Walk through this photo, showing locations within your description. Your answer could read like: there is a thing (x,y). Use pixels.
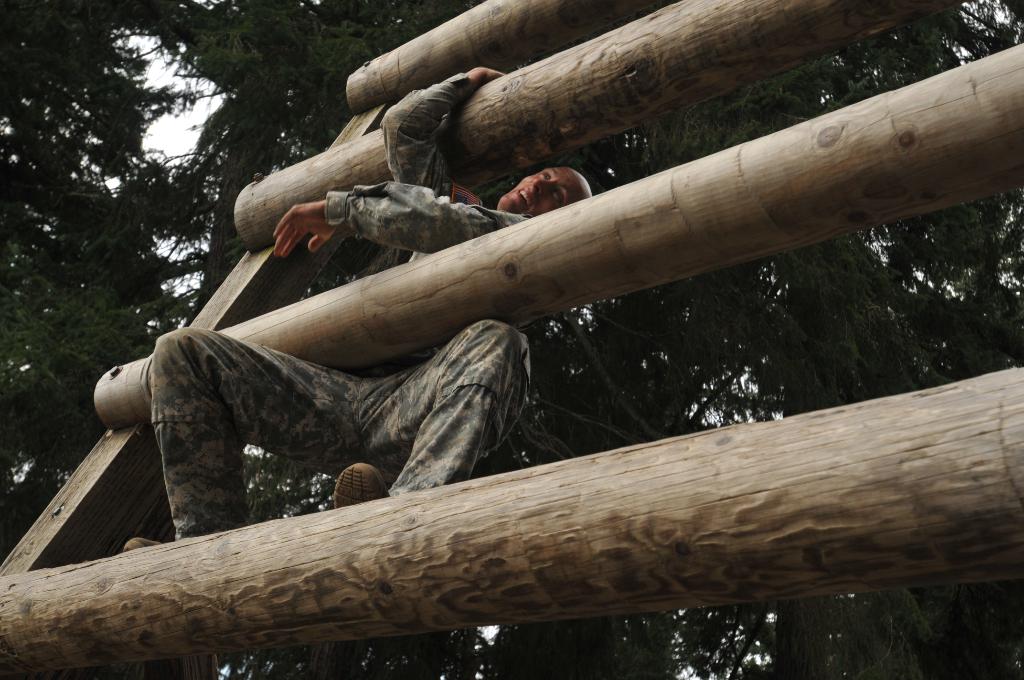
This picture is clicked outside. In the foreground (195,545) we can see the wooden objects (390,502) and we can see a man (458,378) wearing a uniform (420,211) and seems to be climbing the wooden object (418,296). In the background (533,370) we can see the trees (787,290) and some other objects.
